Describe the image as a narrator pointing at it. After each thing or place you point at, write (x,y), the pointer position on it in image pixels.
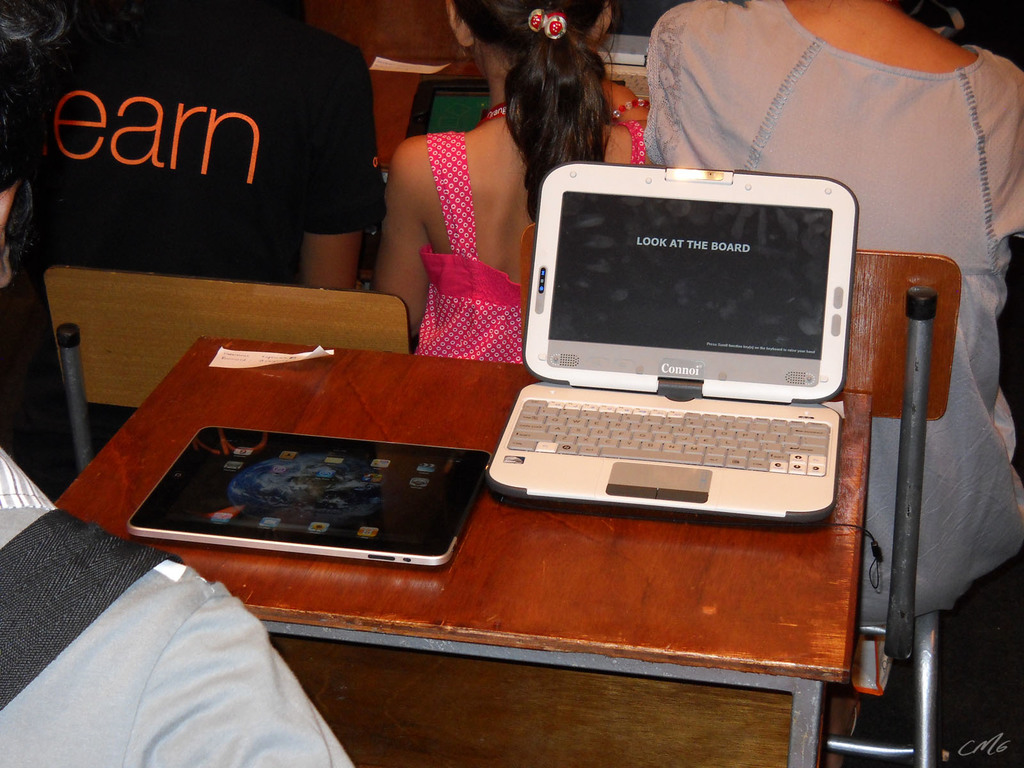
In the image we can see there is a table (595,553) on which there is a laptop (832,248) and ipad (316,511) and there are people (608,145) are sitting on chair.
